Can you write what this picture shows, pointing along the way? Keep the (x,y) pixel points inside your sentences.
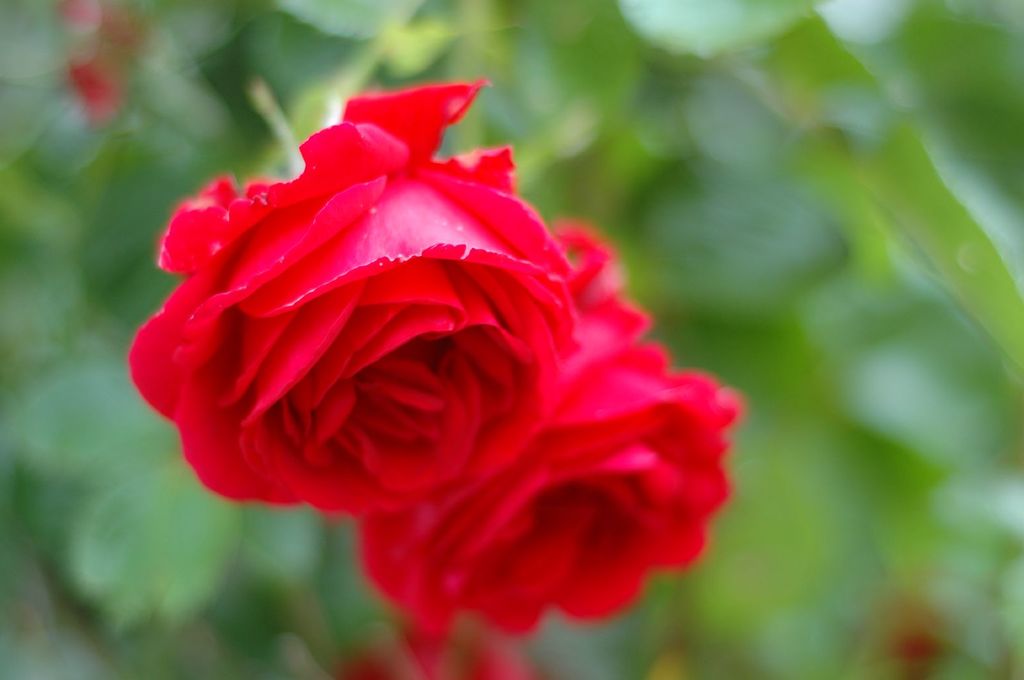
In this image there are two rose flowers (467,363), in the background (155,266) it is blurred.
